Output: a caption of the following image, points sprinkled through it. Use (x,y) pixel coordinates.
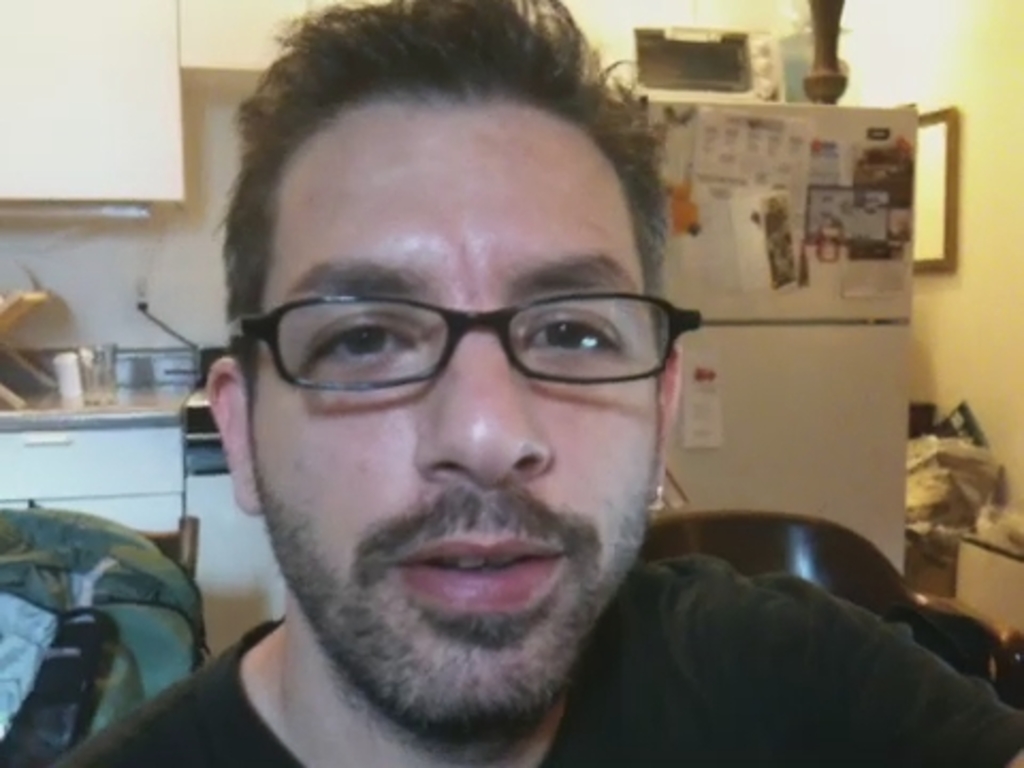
In the center of the image (422,279) there is a person (345,349) wearing spectacles (601,342). On the right side of the image (883,298) there is an refrigerator (808,343), mirror (926,213) and wall (927,294). On the left side of the image (150,442) there is a countertop (117,420), cupboards (68,163), some objects (50,388). In the background (197,232) there is a wall (34,276).
